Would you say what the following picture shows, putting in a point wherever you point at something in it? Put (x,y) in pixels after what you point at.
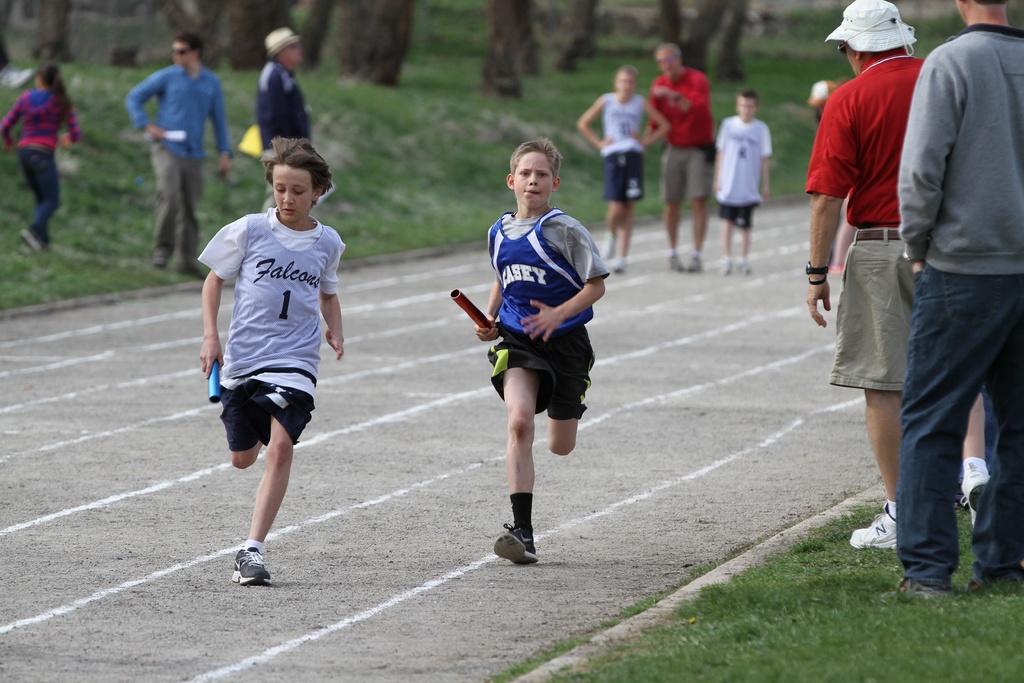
In the center of the image (521,421) there are two boys (242,383) running on the running track (485,550). In the background of the image (493,144) there are people (665,107), grass (418,138) and tree trunks (679,21). To the right side of the image (878,317) there are two people (900,532) standing.
